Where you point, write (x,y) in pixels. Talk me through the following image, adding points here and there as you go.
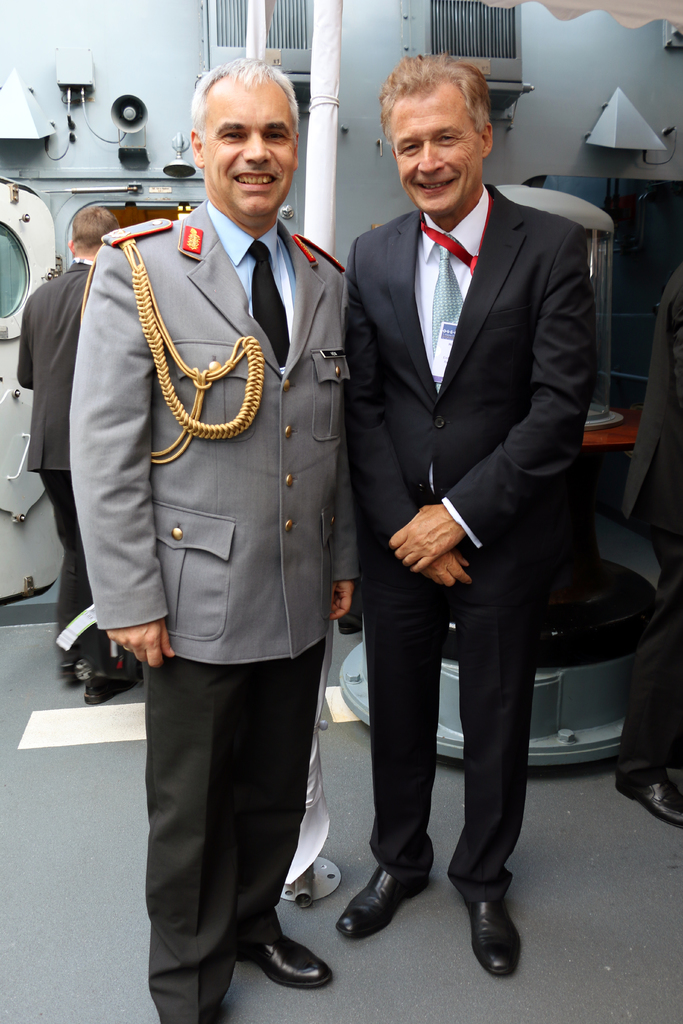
In this image there are persons (161,409) standing. In the center (396,481) there are a person's (384,427) standing and smiling. In the background (135,113) there is a speaker (131,122) and there is a door (11,370).
